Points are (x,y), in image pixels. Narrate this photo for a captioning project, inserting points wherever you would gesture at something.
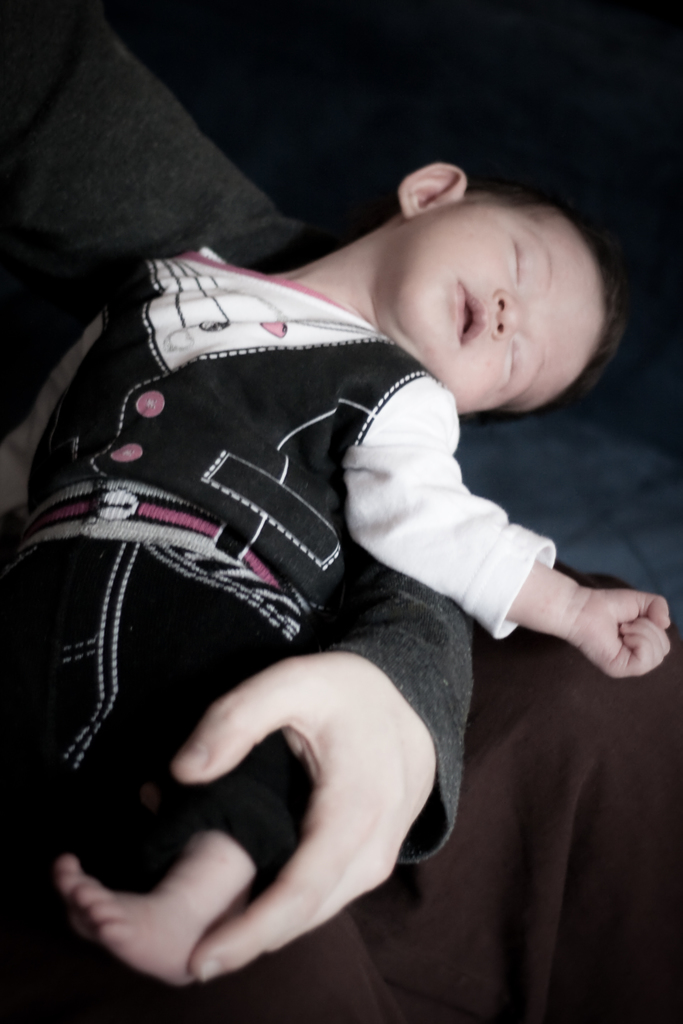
This image consists of a baby boy (263,456). He is sleeping. He is wearing a black dress (248,616).
